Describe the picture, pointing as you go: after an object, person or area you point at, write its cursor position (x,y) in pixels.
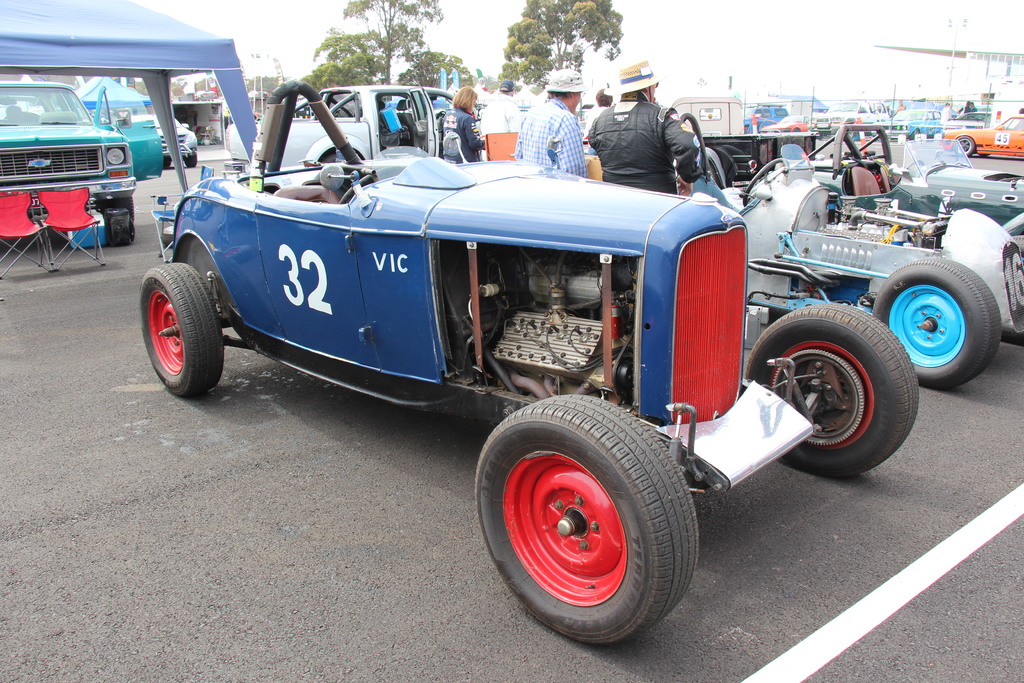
In this image I can see few vehicles (737,153) on the road (731,540). They are in different color. I can see few people (568,80), red color chairs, blue tent (94,56) and trees (397,45).
